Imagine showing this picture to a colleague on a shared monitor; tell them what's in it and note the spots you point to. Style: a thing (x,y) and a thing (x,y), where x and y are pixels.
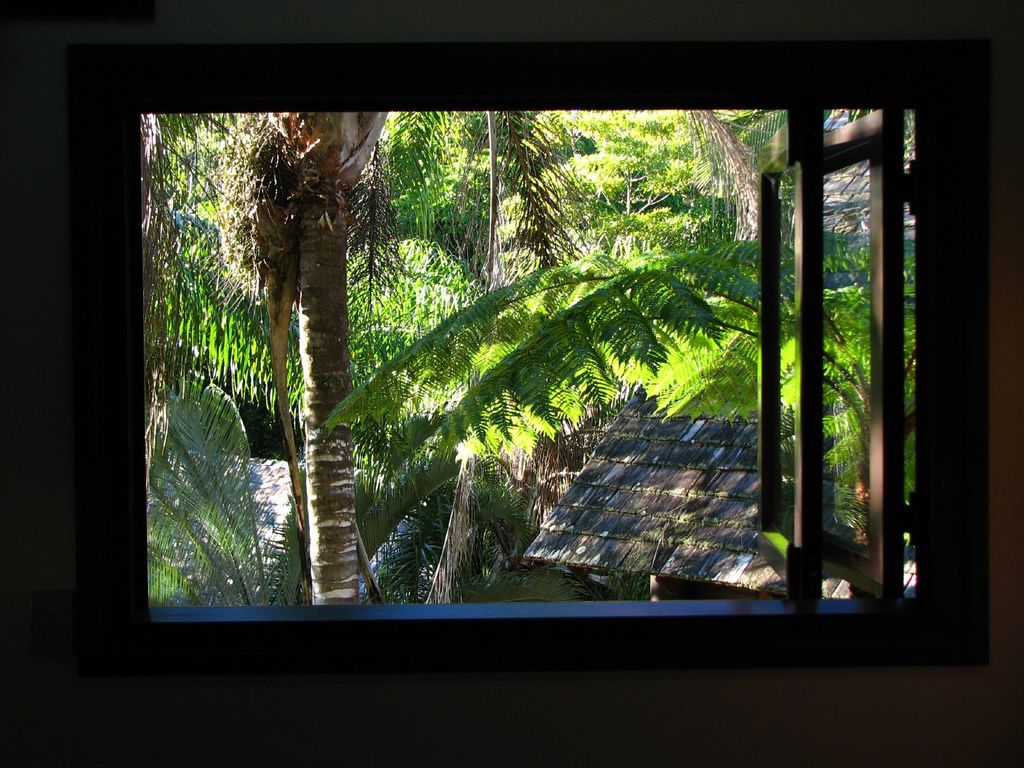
There is a wooden window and there are trees (535,281) in the background (449,273).
